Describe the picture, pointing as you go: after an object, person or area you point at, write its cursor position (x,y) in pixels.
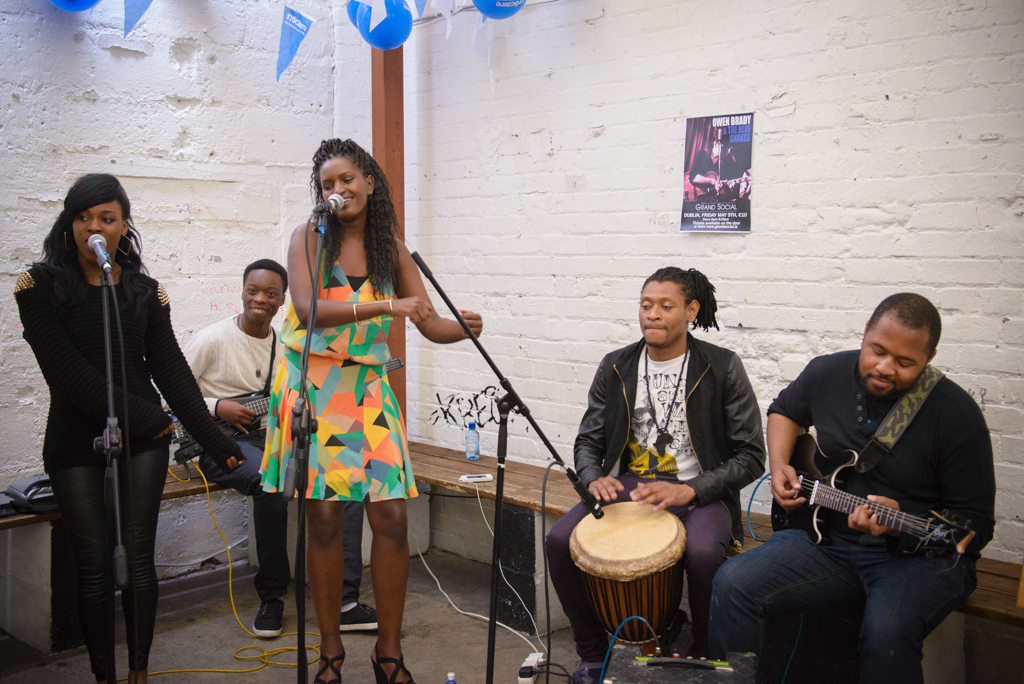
In this picture we can see five people (661,465) among them three are sitting and playing some musical instruments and two ladies (353,318) are standing in front of the mics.
